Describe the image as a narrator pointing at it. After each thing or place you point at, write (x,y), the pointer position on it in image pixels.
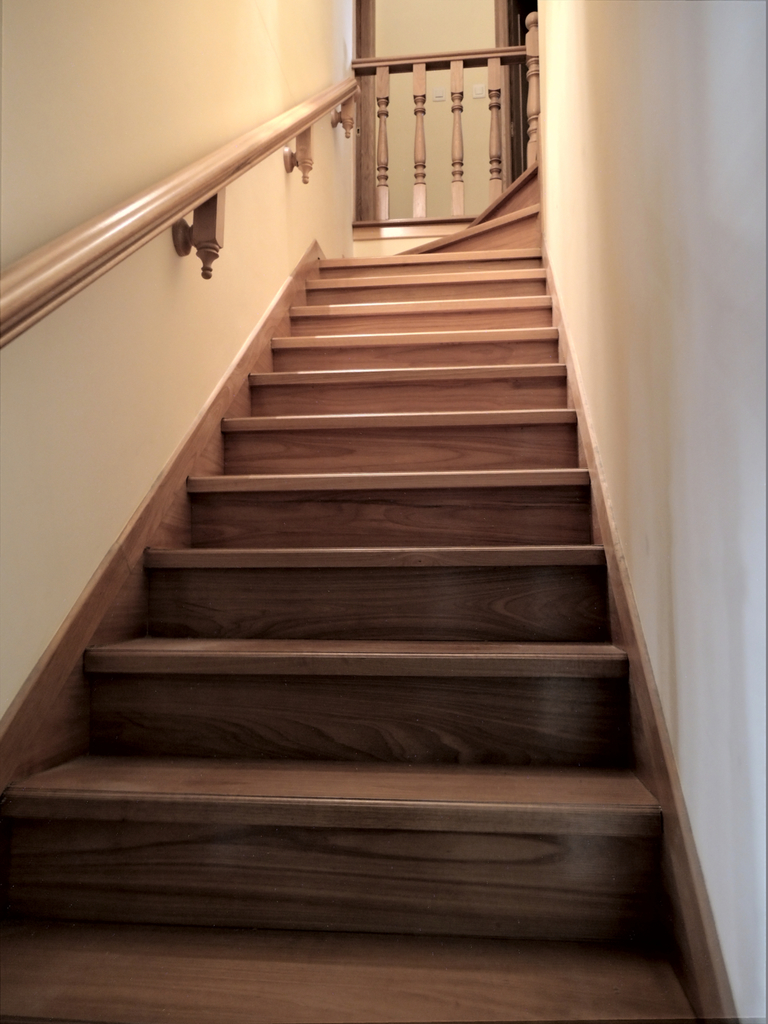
In this image I can see a staircase (480,400) and a wall (21,65). This image is taken in a room (357,188).
